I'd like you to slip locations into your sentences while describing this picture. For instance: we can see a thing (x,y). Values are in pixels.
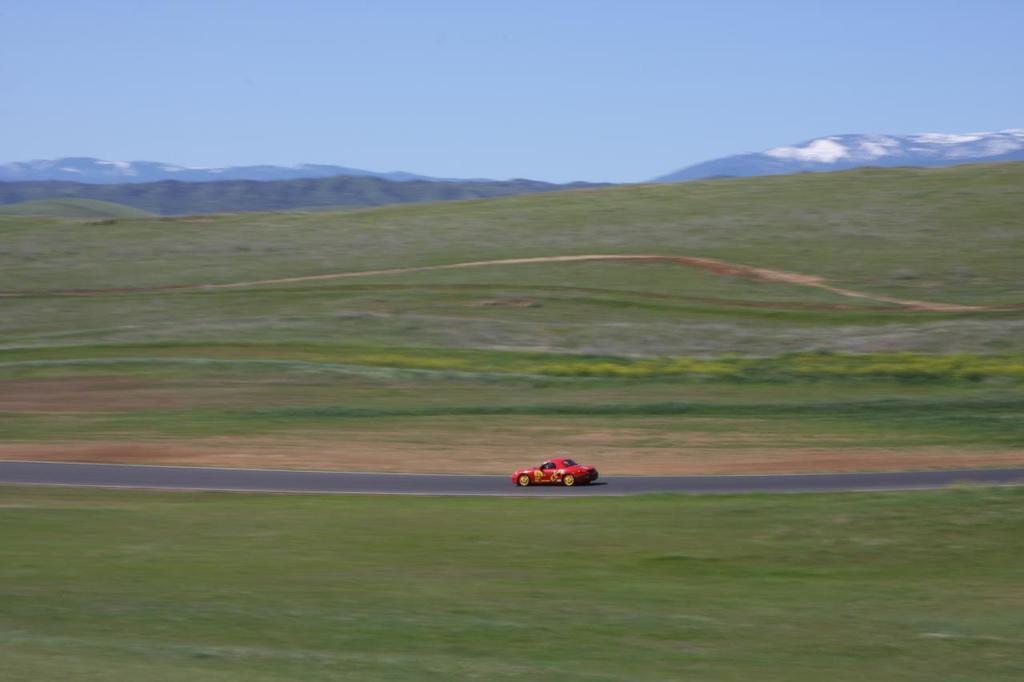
In this image we can see a red color car (538,474) on the road (324,489). We can also see the ground (555,279), grass (562,263) and also the mountains (824,167). At the top (446,55) there is sky (484,72).
